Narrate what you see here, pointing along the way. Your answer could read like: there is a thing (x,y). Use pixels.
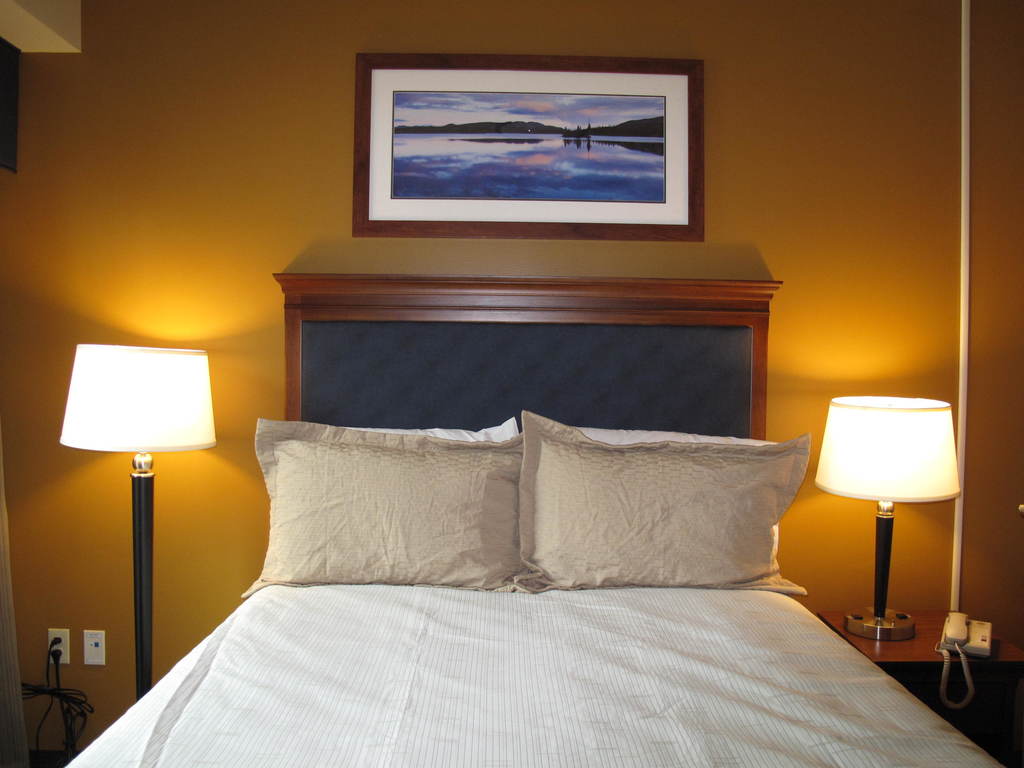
A bedroom (775,369) is shown in the picture. It has a bed (699,646) with two pillows (605,529), two lamps (132,413) on either side, a photo frame (671,228) on to the wall (746,223) and a telephone (957,628) on the table (930,623).
